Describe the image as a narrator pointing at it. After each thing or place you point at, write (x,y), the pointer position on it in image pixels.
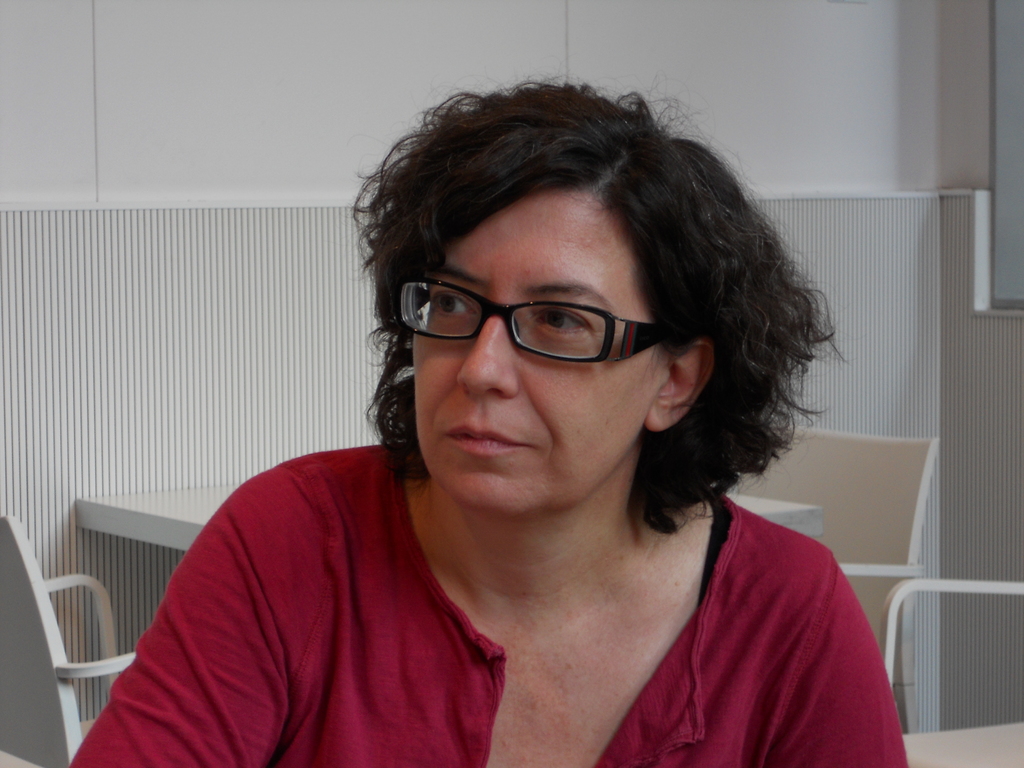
In this picture we can see a woman (492,568), she is wearing a spectacles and in the background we can see a table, chairs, wall (972,83).
